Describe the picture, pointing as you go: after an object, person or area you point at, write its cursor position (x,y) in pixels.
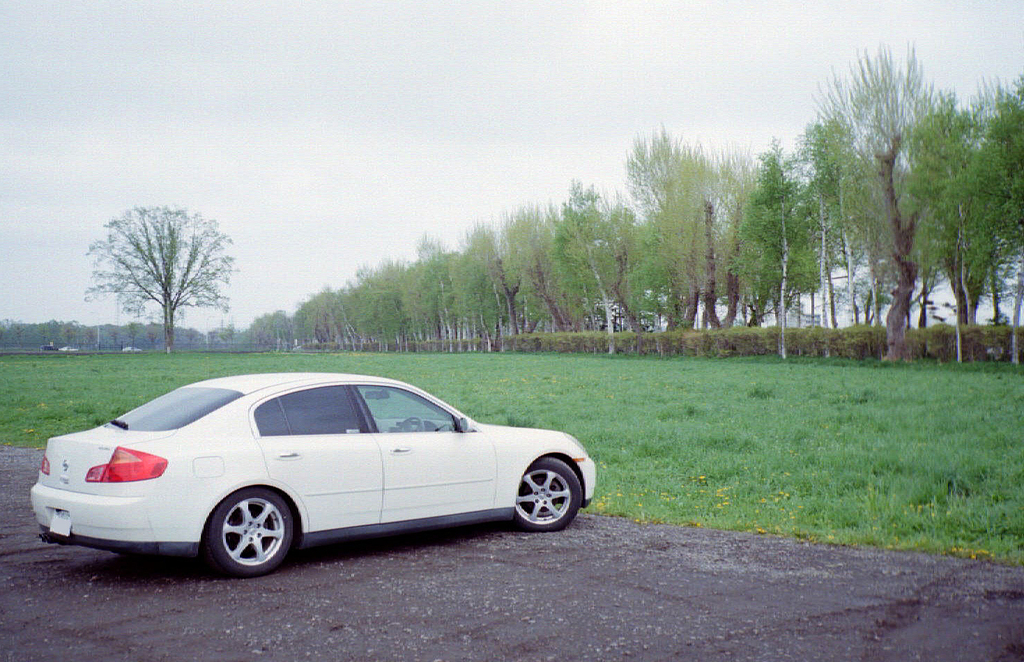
In the image we can see there is a white colour car (333,487) standing on the road (436,614). The ground (459,386) is covered with grass (679,381) and there are lot of trees (650,269).
